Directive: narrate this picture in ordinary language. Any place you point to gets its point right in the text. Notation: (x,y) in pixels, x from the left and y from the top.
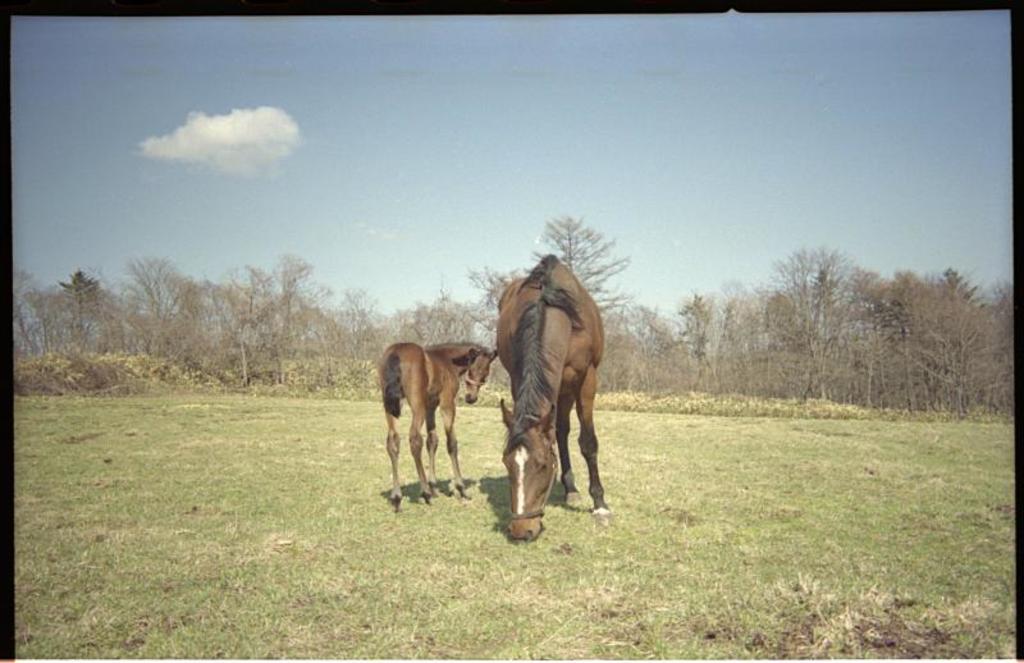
In this picture there is a horse (533,516) who is eating the grass (506,551). Beside that I can see the small horse (419,355) who is standing on the ground (398,537). In the background (159,324) I can see the trees (716,329) and plants (54,366). At the top (414,80) I can see the sky (414,80) and clouds (236,144).
